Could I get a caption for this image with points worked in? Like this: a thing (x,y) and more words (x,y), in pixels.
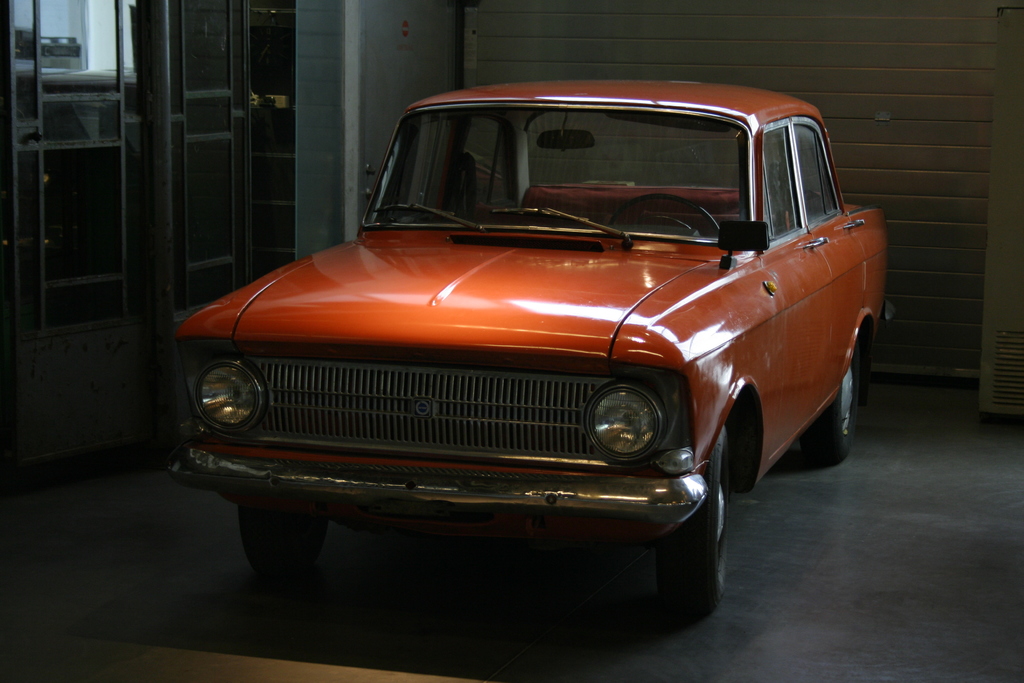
In the front of the image (634,315) there is a vehicle (634,315). In the background of the image (528,46) there is a pole (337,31), wall (704,69) and objects (202,171).
